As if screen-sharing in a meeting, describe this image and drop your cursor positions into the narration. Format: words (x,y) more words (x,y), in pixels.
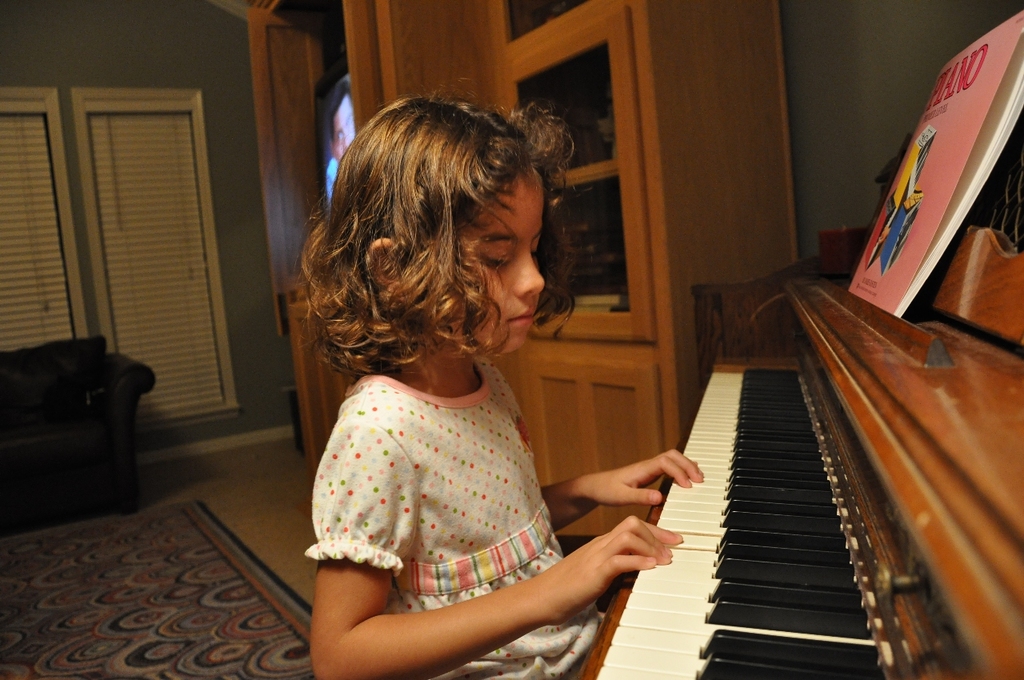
Here we can see a child (329,574) playing a piano (774,531) which is present in front of her and there is a book (908,173) on the piano (963,289) and on the left side (15,499) we can see a couch (96,383) and there is a door (593,54) in the middle (638,397) present.
